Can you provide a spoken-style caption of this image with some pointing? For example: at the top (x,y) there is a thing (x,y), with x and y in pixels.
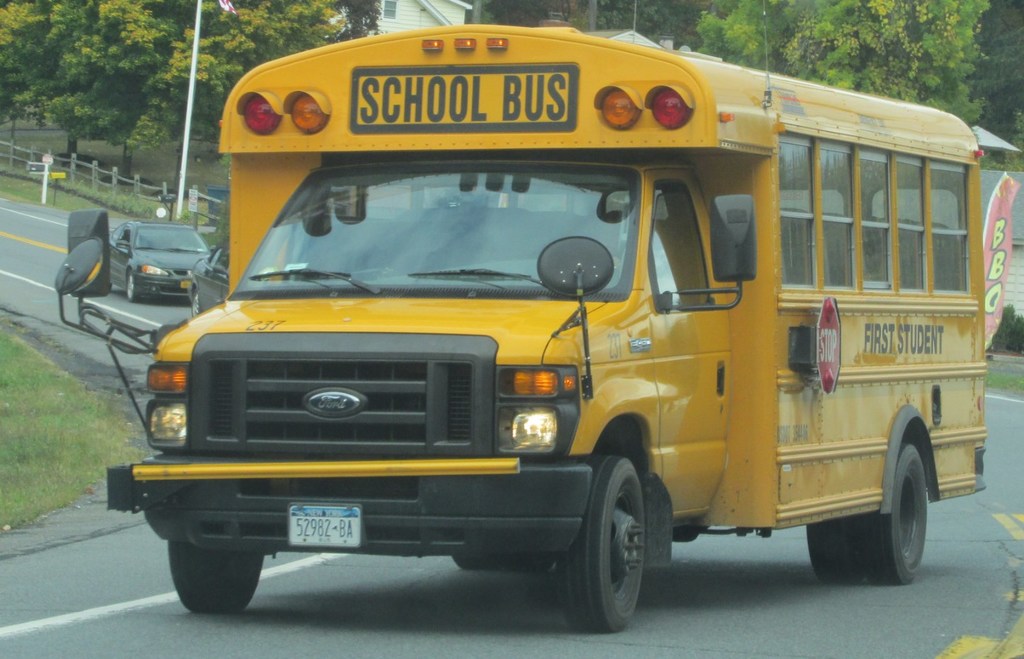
This image is taken outdoors. At the bottom of the image (341,646) there is a road (916,615). In the background (275,32) there is a house (453,13) and there are many trees (216,103) with leaves (869,45), stems (828,51) and branches (152,79). There is a pole (185,159) with a flag (225,6). There is a fence (72,164). There is a ground (95,197) with grass (126,186) on it. There is a signboard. Two cars (166,250) are moving on the road (39,222). In the middle of the image (451,365) a bus (481,251) is moving on the road (92,540). On the right side of the image (1015,239) there is a house (1021,267) and there is a banner (998,260) with a text (996,300) on it.
